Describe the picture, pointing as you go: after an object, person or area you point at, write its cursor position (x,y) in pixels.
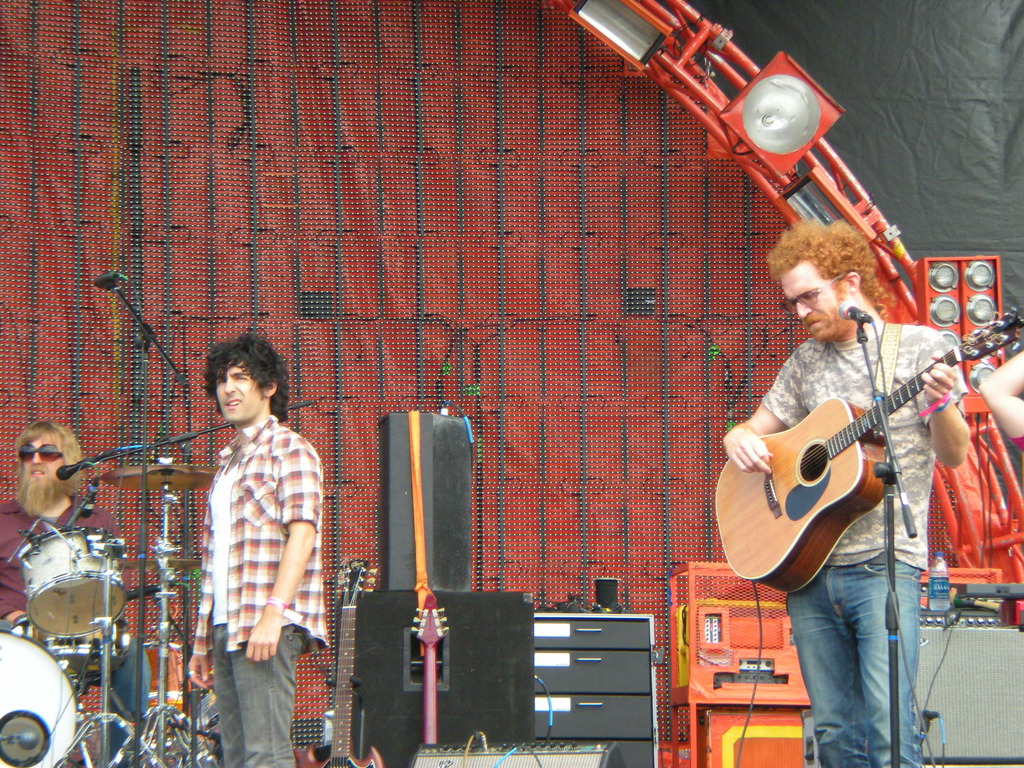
In this picture three people (273,537). The man (921,454) to the right corner (907,477) is standing and playing a guitar (820,499). In front of him there is a microphone (847,316). The man (15,570) to the left corner (2,575) is sitting and playing drums (97,602) and the man (264,596) beside him is standing. In the image there drum (65,720), drum stands (131,726), speakers (511,684), boxes (563,674), guitar (431,630), microphone (146,454) and spotlights (764,110). In the background (596,168) there is sheet (459,131) hanging.
